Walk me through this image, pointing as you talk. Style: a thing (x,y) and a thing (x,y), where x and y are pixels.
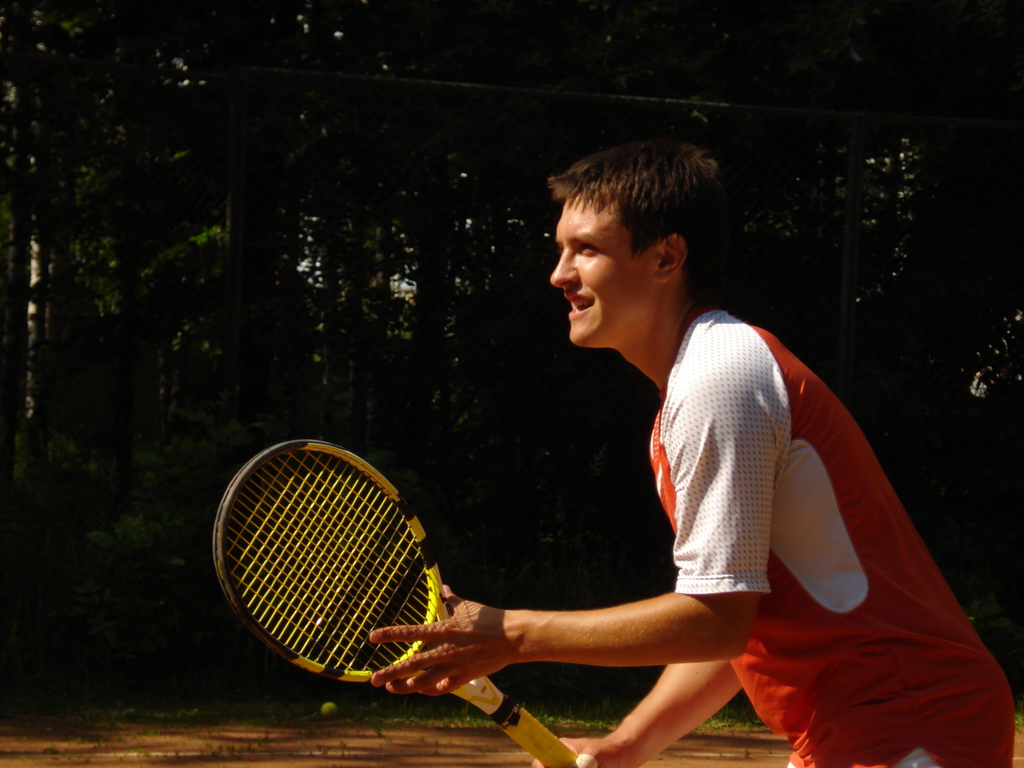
In this image we can see a person (535,625) holding a racket (492,707). Behind the person (401,686) we can see a group of trees (175,460).
